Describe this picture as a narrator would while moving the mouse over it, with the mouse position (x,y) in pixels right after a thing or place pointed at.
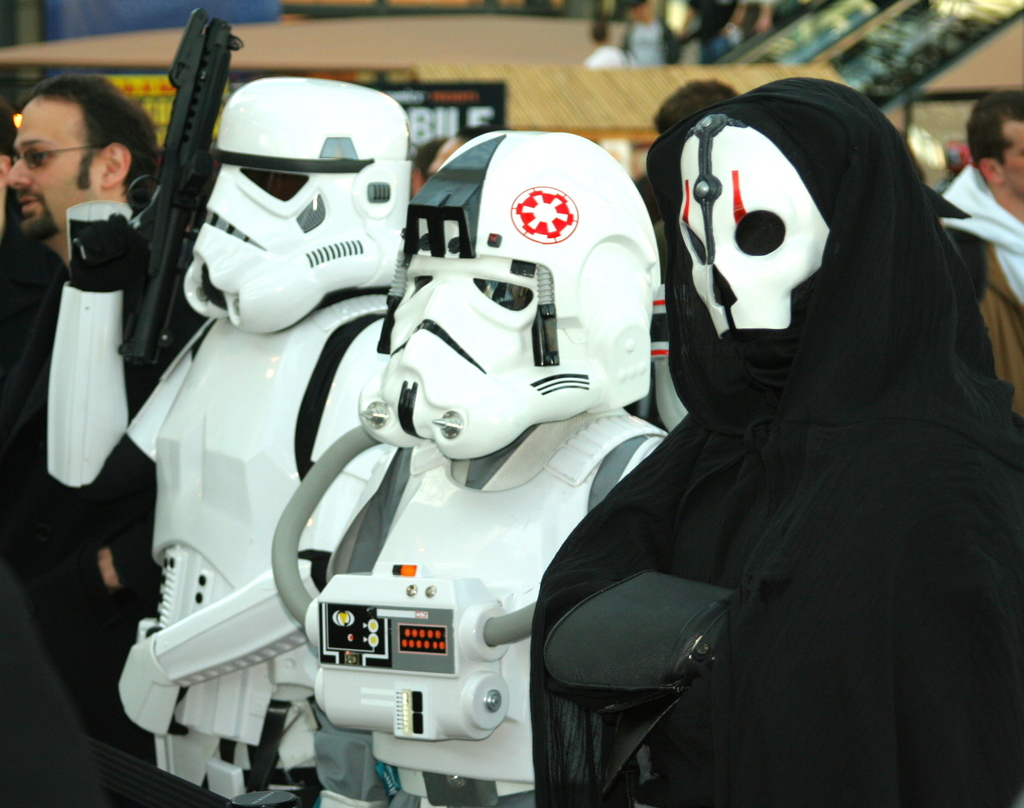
In the foreground of this picture (429,222) we can see the objects (317,277) seems to be the persons (653,551) wearing different costumes (377,379) and we can see a rifle (179,226). In the background (443,116) we can see the text (426,120) on the posters (172,107) and we can see the group of persons (997,148) and many other objects (516,69).
